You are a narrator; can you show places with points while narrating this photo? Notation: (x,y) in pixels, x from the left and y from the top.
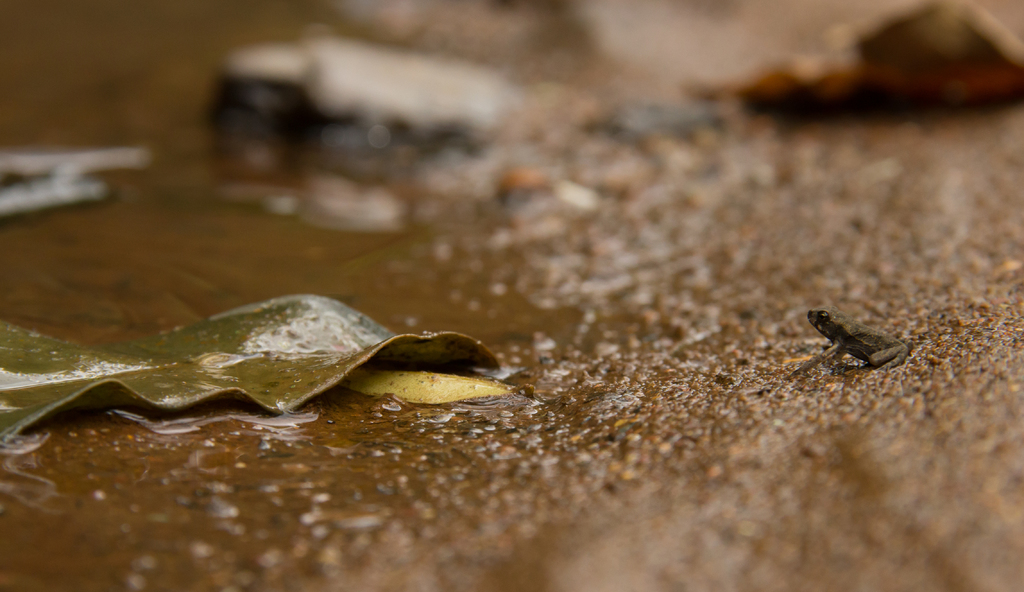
At the bottom of the image (329,524) there is water (241,273) and leaf (153,359) and frog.
